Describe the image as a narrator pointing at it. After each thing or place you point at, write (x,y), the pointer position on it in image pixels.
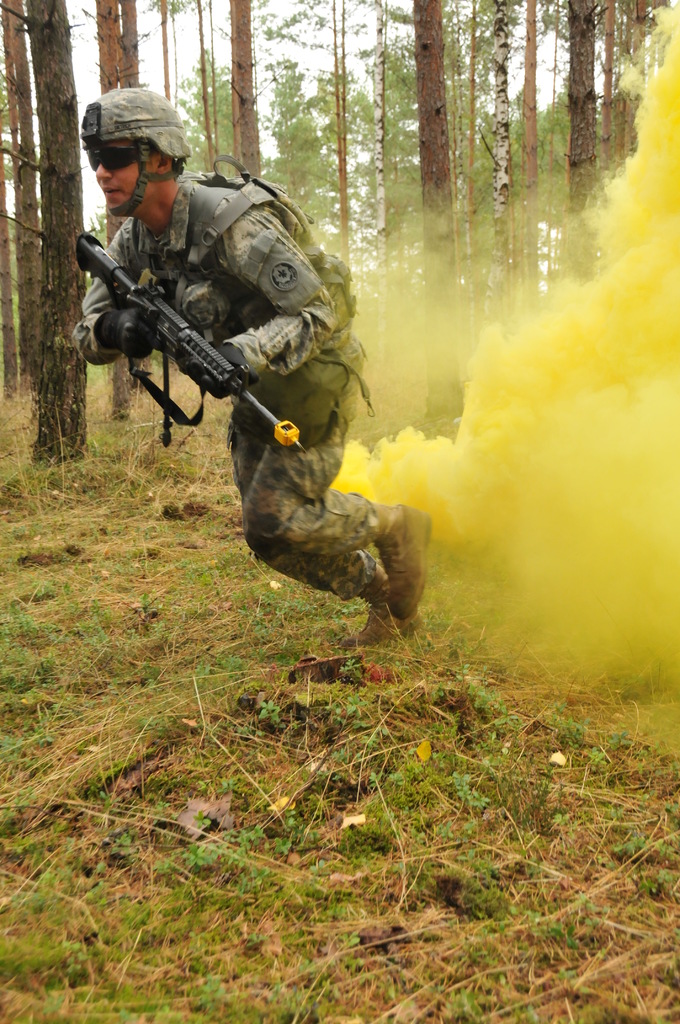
In the foreground of this image (230,207), there is a man (323,285) wearing a bag (273,192) and helmet (149,102) is holding a gun (290,433) and running on the grass (229,651). Behind him, there is yellow smoke (605,299). In the background (343,74), there are trees (247,72) and the sky (193,50).
